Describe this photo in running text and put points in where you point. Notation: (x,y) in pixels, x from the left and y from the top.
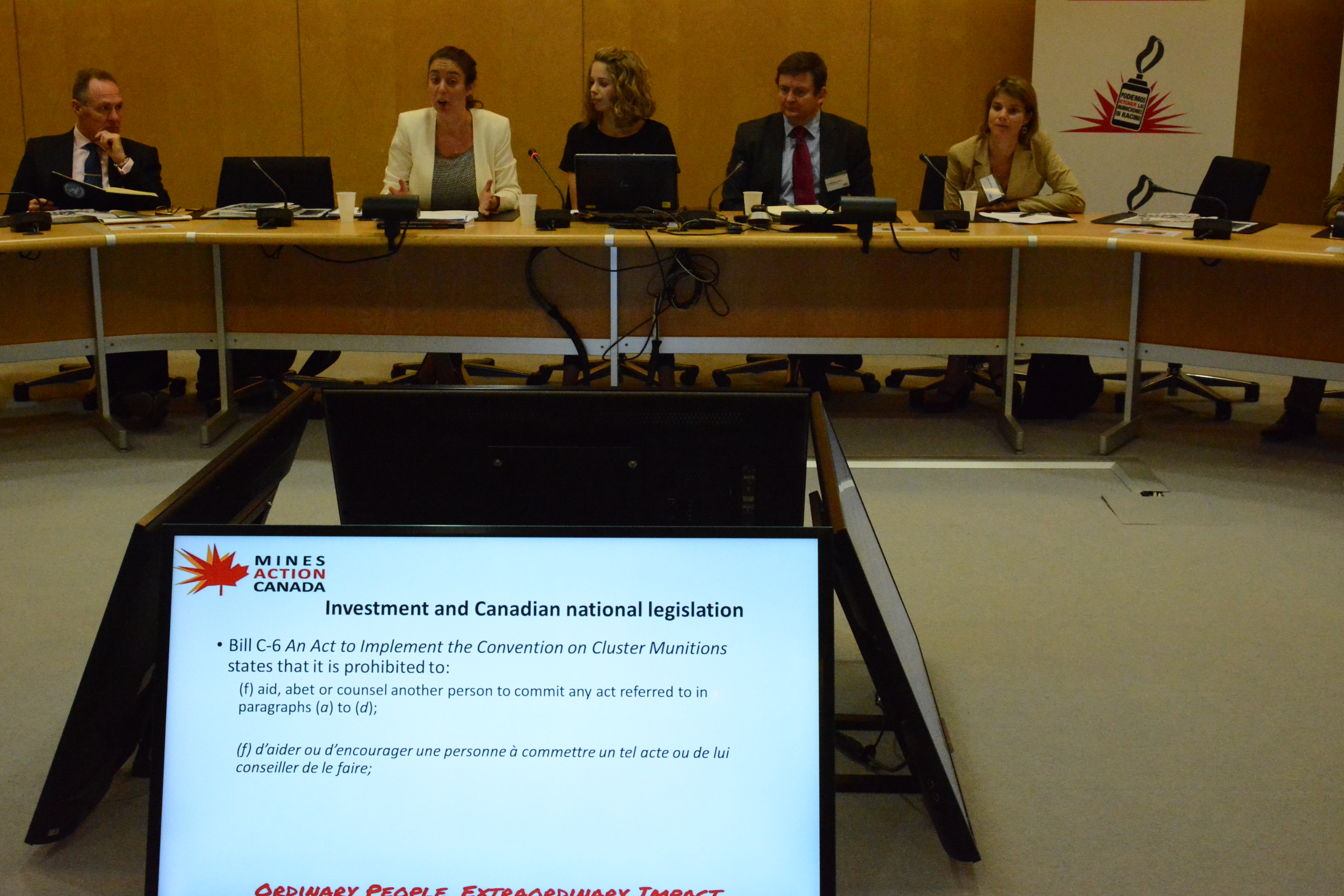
In this picture I can see a screen (390,650) in front (232,674), on which there is something written and in the background (192,252) I can see the tables (1052,230), on which there are mics (551,227) and other few things (92,206). Behind the tables (595,302) I can see 2 men (24,188) and 3 women (994,150) sitting on chairs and behind them I can see the wall (1028,35) and I see 2 empty chairs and on the top right of this picture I can see a person (1289,415).
